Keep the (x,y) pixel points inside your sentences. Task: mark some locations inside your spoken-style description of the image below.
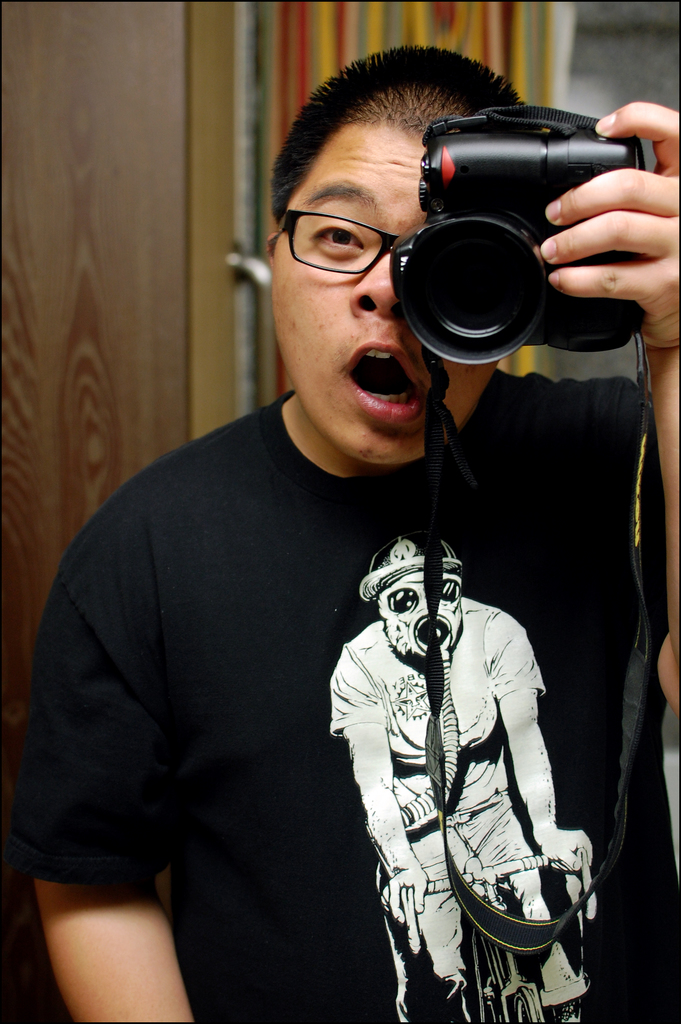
Here is the man (180,656) wearing black T-shirt (260,629) and holding camera (523,345) in his hand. At background (266,322) this looks like a door (227,343) with a door handle (256,271).
